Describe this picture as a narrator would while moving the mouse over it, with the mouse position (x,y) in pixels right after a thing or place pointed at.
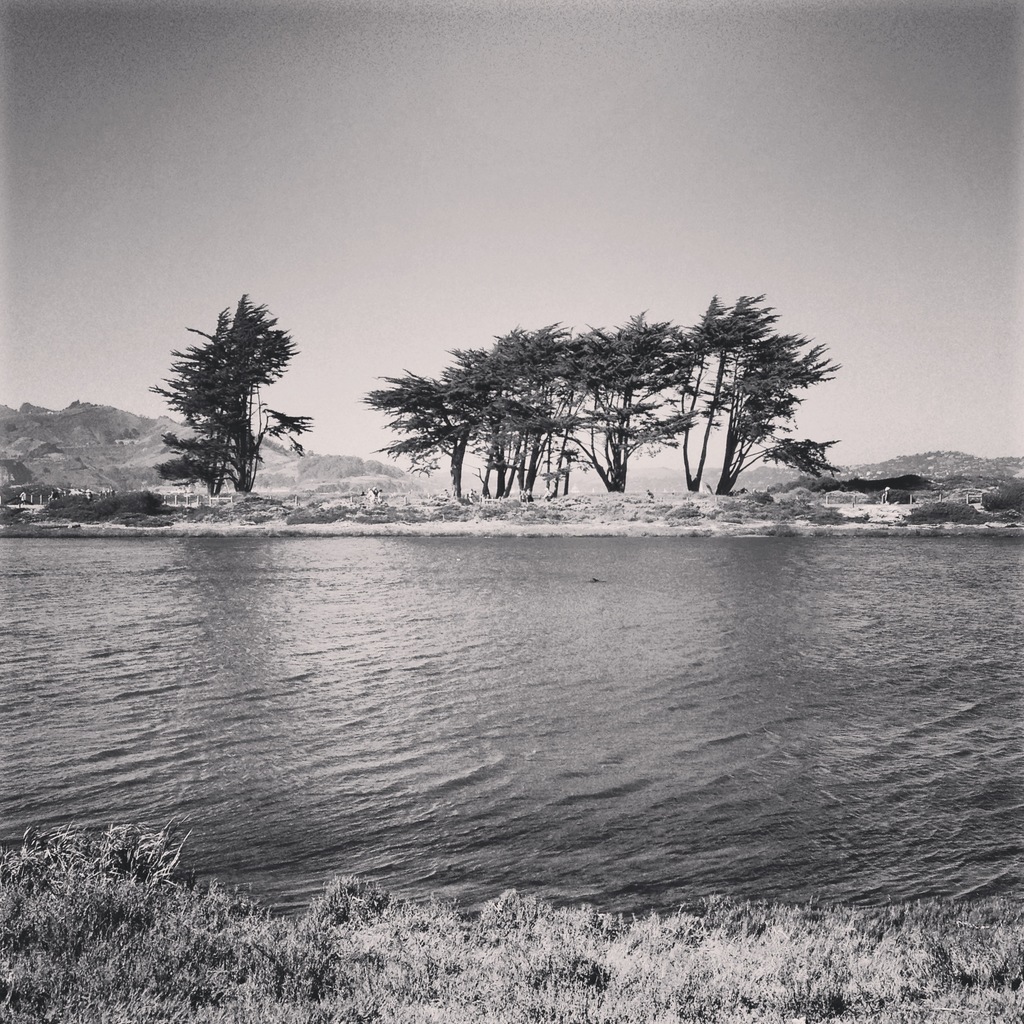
At the down this is water (534,683), these are the trees (538,427) in the middle of an image (493,429). At the top (498,124) it's a sky (396,109).
